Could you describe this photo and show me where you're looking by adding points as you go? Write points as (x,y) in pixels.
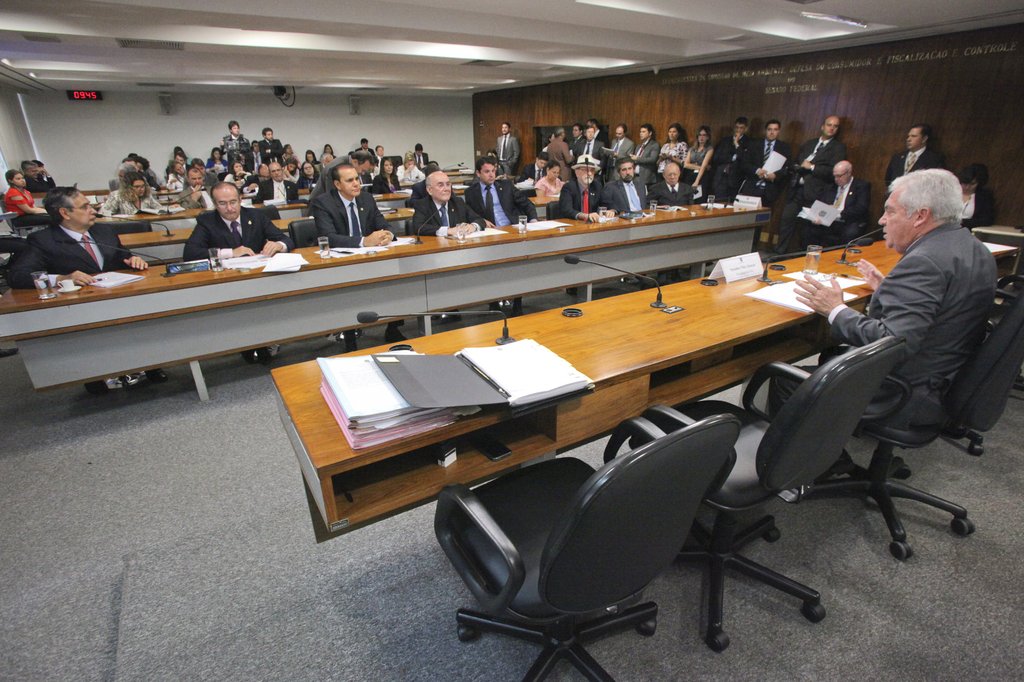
In this picture we can see some persons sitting on the chairs (973,391). This is the table (671,361). On the table (662,339) there are some files (507,392), and glasses (817,264). Here we can see some persons (734,155) standing on the floor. This is the wall (343,115) and these are the lights (241,38).
